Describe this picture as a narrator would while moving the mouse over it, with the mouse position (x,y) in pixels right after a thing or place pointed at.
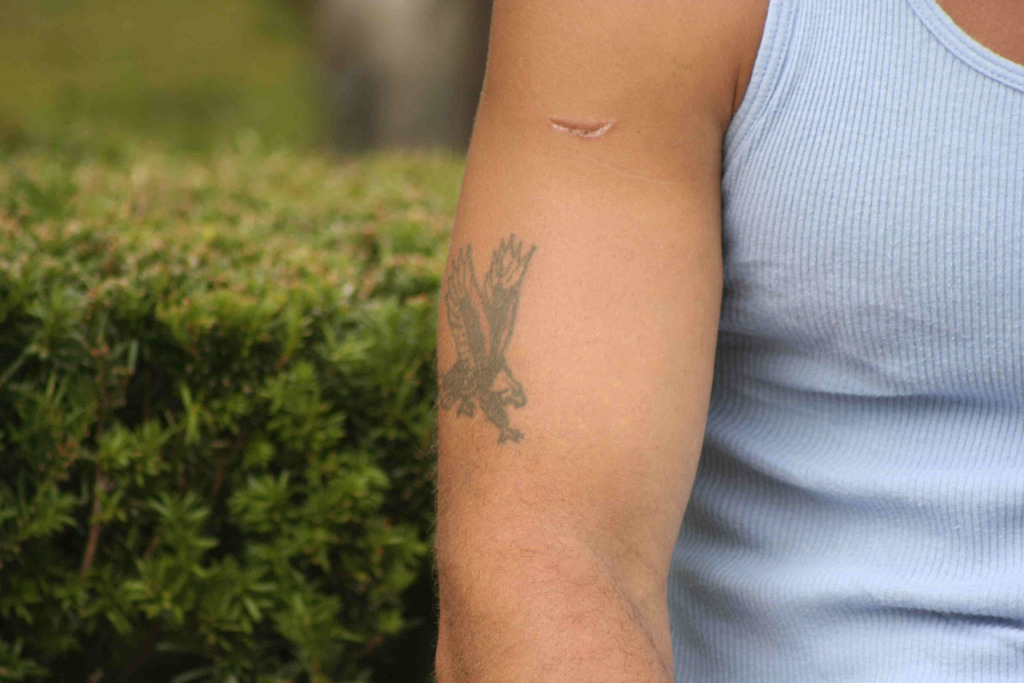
In this image we can see a human hand (538,511). In the background (385,159) there are plants (199,328).
